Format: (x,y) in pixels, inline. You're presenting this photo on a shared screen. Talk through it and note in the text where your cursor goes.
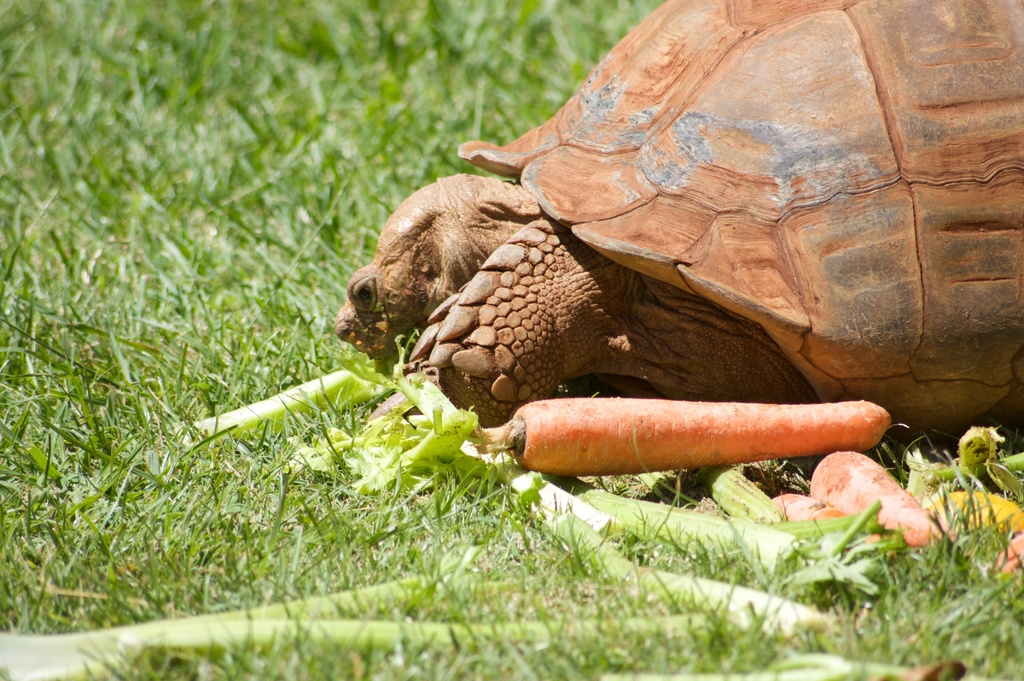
In this image there is a tortoise (704,229), vegetables (429,430) and grass (211,347). Land (211,347) is covered with grass (255,327). Near the tortoise (525,362) there are vegetables (618,417).
